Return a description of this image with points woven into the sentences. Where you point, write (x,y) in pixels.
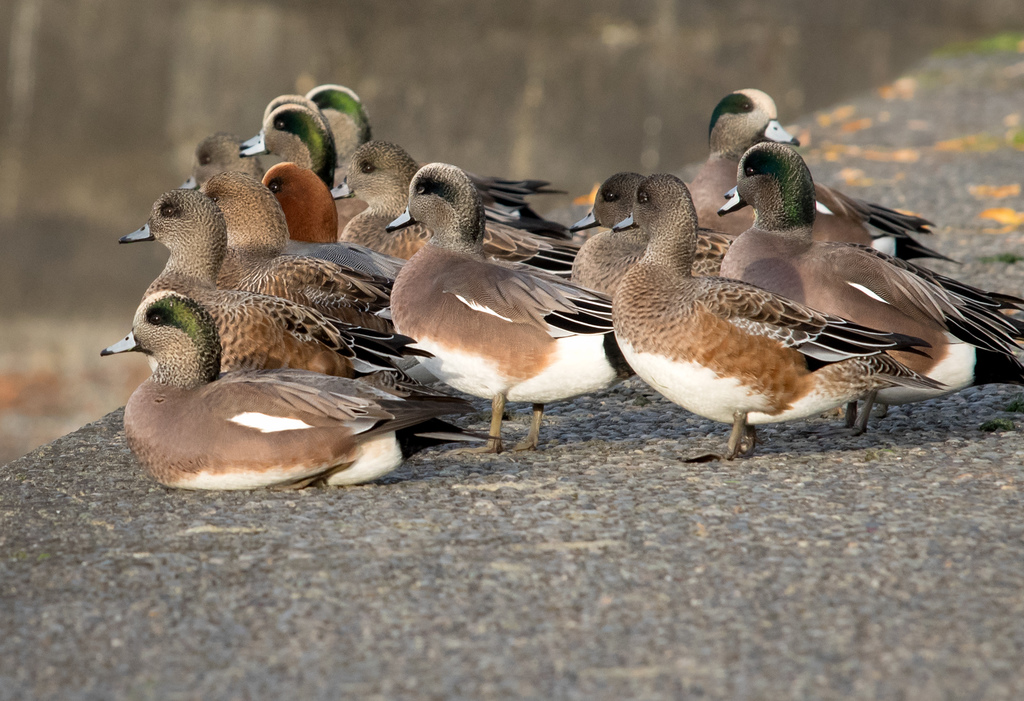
This image consists of many birds (439,327) on the wall (535,570). The birds (188,257) are in brown color. The background (42,203) is blurred.
